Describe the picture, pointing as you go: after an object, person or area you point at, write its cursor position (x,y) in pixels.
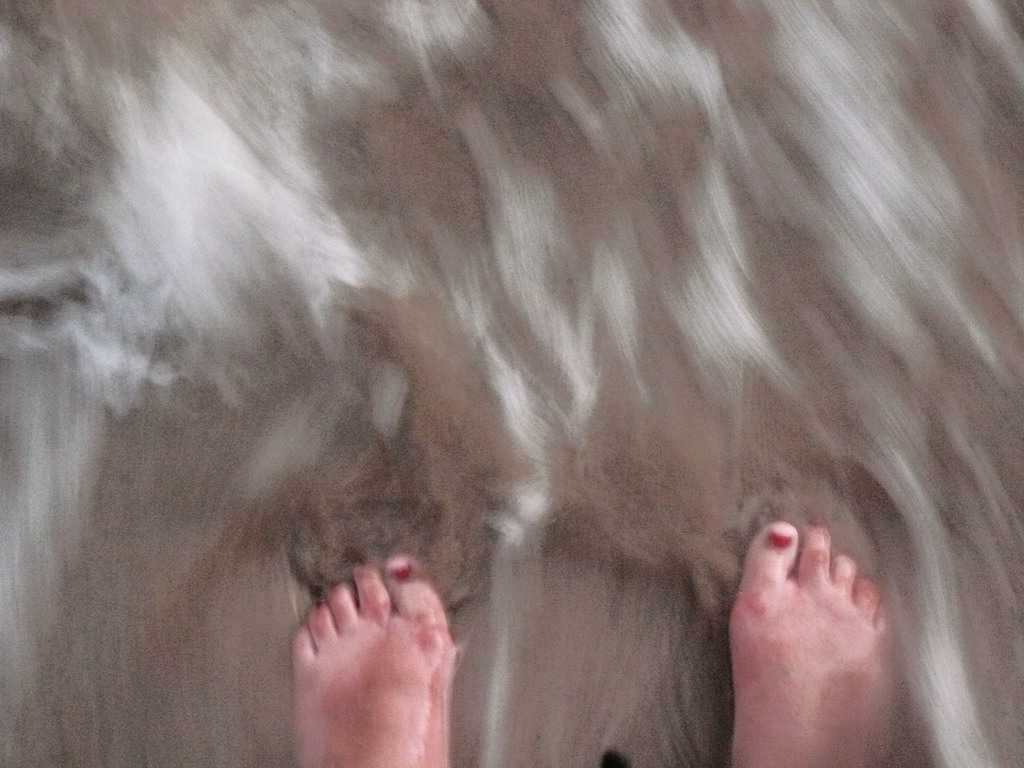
In this picture we can see a person's legs (857,577) on the ground (561,488) and it is blurry.
